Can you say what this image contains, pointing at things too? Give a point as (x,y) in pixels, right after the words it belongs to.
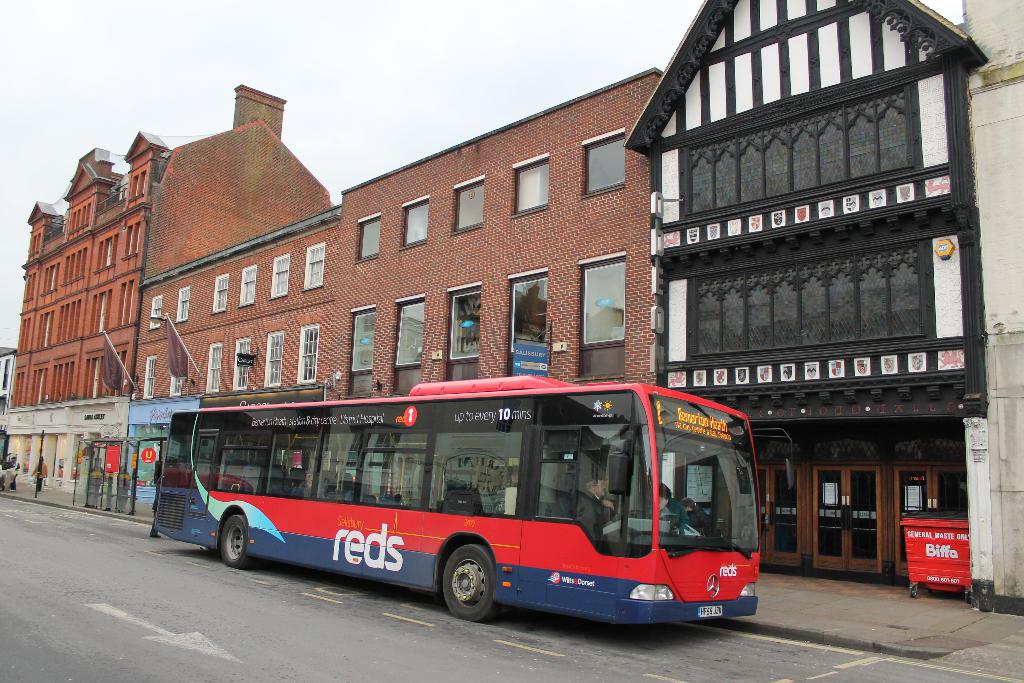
In this picture I can see the buildings (445,297). At the bottom (603,485) there is a man (595,500) who is riding a bus (381,512). On the right (935,535) I can see the doors (786,501) and dustbin (920,538). At the top (513,46) I can see the sky (487,41).
